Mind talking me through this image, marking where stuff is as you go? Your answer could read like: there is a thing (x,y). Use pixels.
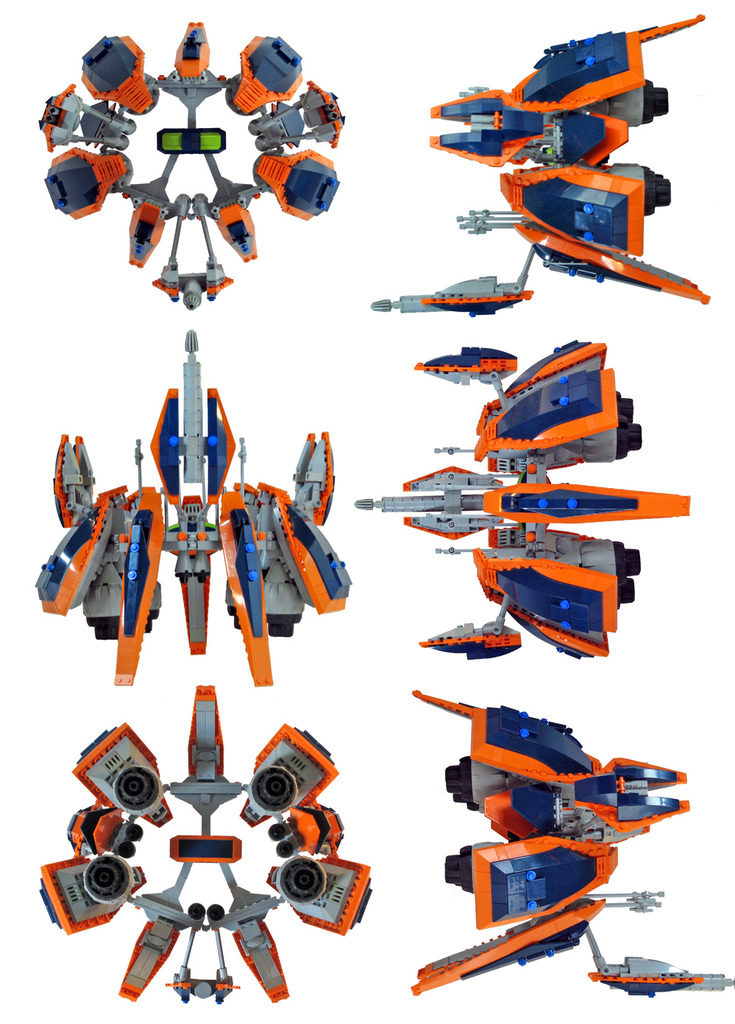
This image consists of toys (487,708). It look like robots (556,907). They are in blue and orange color.
